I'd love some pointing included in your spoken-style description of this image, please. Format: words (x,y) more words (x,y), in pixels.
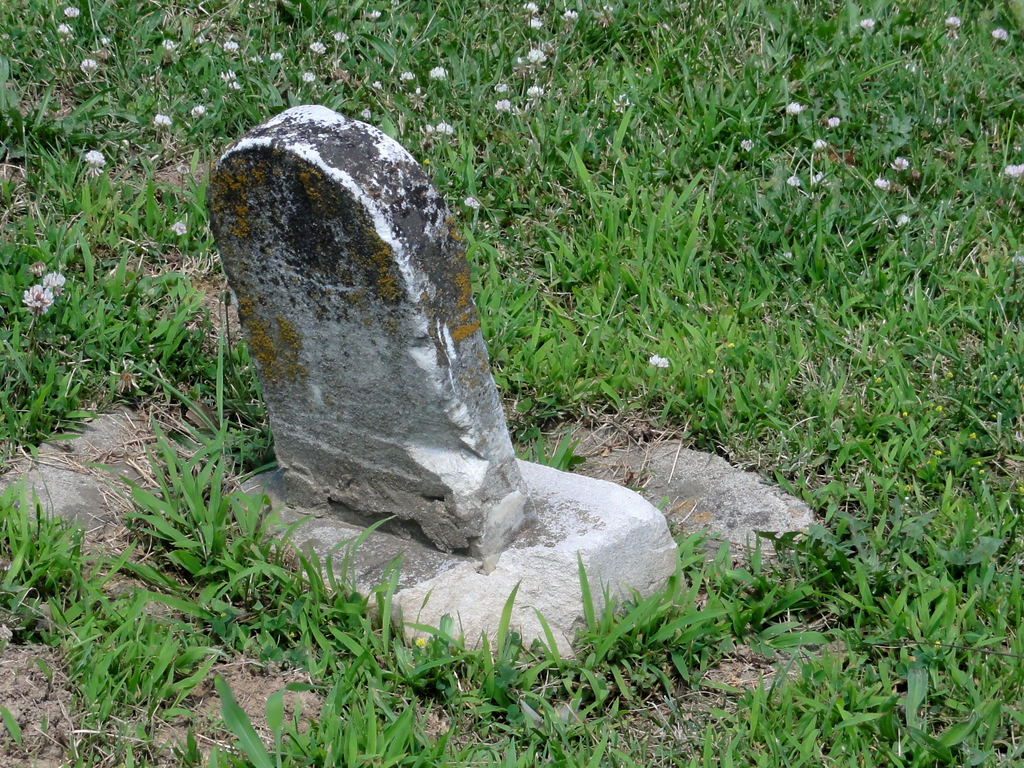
In this image there is grass (766,634) on the ground (766,634) and there is a stone (337,392) in the center (399,385) and on the grass (251,92) there are flowers (500,84) which are white in colour.
